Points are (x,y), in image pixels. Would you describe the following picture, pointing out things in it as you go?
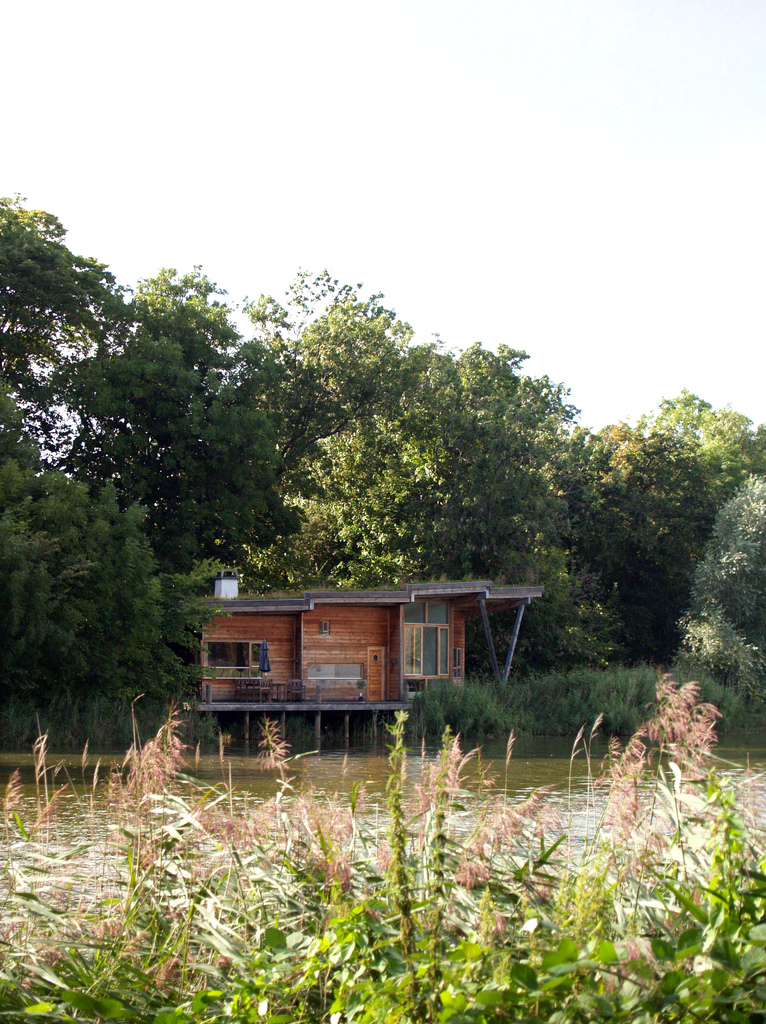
At the foreground of the image (467,940) there are some plants (488,909), water (244,759) and at the background of the image (347,691) we can see wooden house (320,695) there are some trees (592,573) and at the top of the image (341,174) there is clear sky (341,174).
